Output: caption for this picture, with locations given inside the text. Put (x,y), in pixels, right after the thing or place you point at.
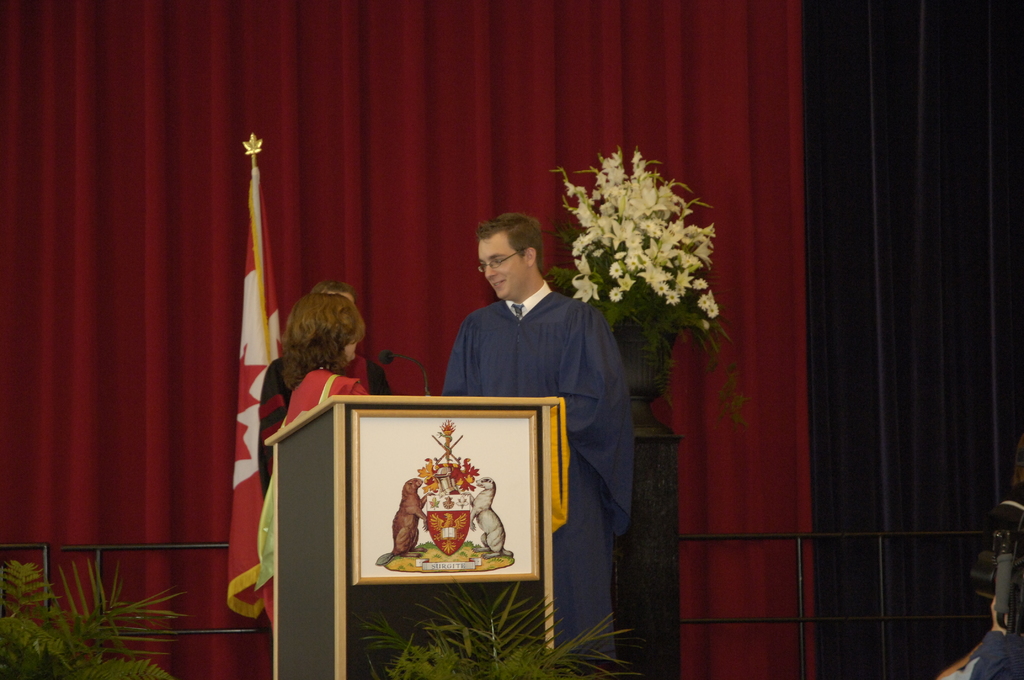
In this image we can see a woman (345,318) and two men (540,321) standing in front of the podium (430,614) and also the mike (426,384). We can also see the frame (402,560), plants (438,653), flag (250,467), flower pot (610,308) and also the fence (883,661). Behind the fence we can see the curtains (892,531).
